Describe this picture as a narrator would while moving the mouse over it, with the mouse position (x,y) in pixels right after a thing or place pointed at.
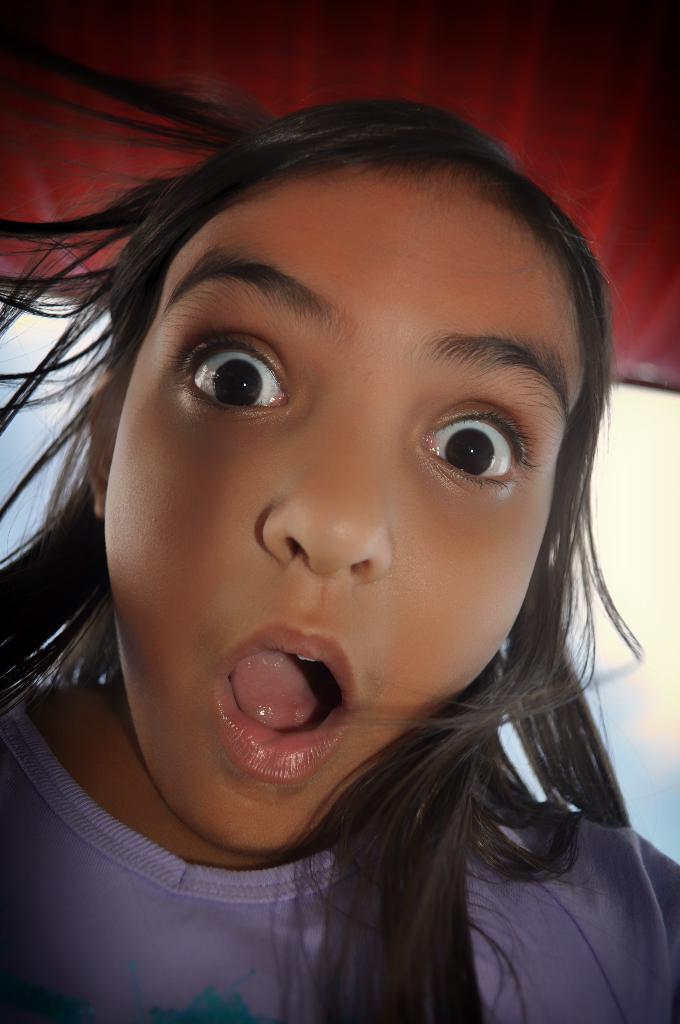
In the middle of the image (316,513) there is a girl (276,838) with a weird expression on her face (310,304). In the background (600,598) there is the sky (620,693) with clouds (600,517). At the top of the image (520,109) there is an object (603,186).
